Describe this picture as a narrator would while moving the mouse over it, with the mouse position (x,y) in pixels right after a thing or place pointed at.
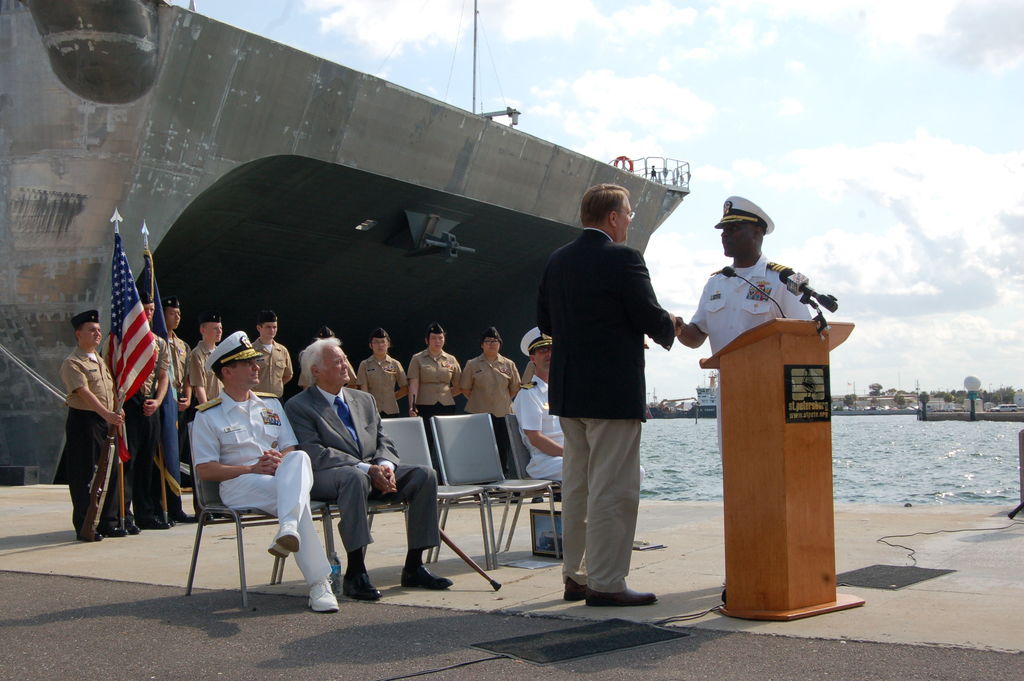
In this picture there is a man (589,297) who is wearing spectacle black blazer (579,342), trouser (581,535) and shoe (609,592). Beside him there is an officer (718,318) who is wearing white dress (721,305) and cap (747,209). Both of them are shaking the hands (684,325). Beside them I can see the desk (805,590) and mic (801,298). On the left (266,318) I can see many peoples (329,335) were wearing the same dress (491,362) and two of them are holding the flags (153,330). In the center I can see the officer (251,411) who is wearing white dress (264,487). He is sitting on the chair (222,510). Beside him I can see an old man (363,432) who is wearing suit (332,448), trouser (414,525) and shoe (425,583). On the left (199,174) background (452,289) there is a cargo ship (357,254). On the right (1023,392) I can see many buildings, poles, fencing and water (921,463). At the top (747,100) I can see the sky (754,64) and clouds (882,15).
